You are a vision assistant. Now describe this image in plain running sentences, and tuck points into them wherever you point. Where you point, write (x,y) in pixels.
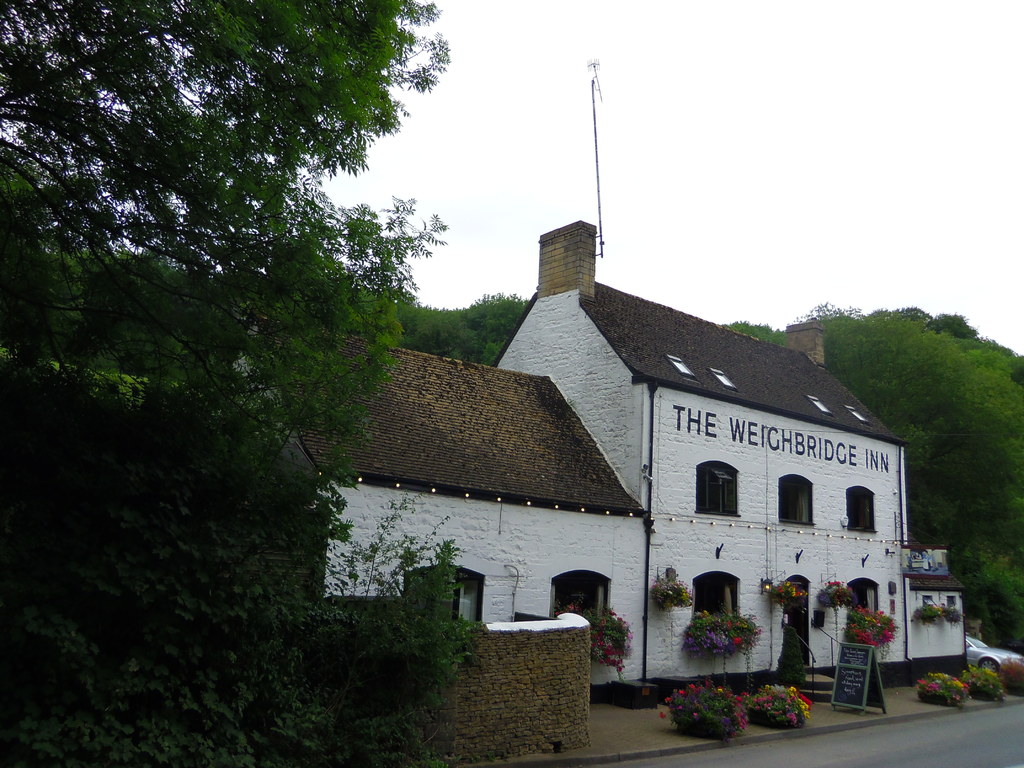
In this image I can see a building (541,415) with a title (778,434) decorated with some potted plants (797,586). I can see a black board (865,679) with some text (853,673), a car (984,656), mount (972,419), antenna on building (586,259) and tree (0,240) on the left hand side of the image (111,364).
